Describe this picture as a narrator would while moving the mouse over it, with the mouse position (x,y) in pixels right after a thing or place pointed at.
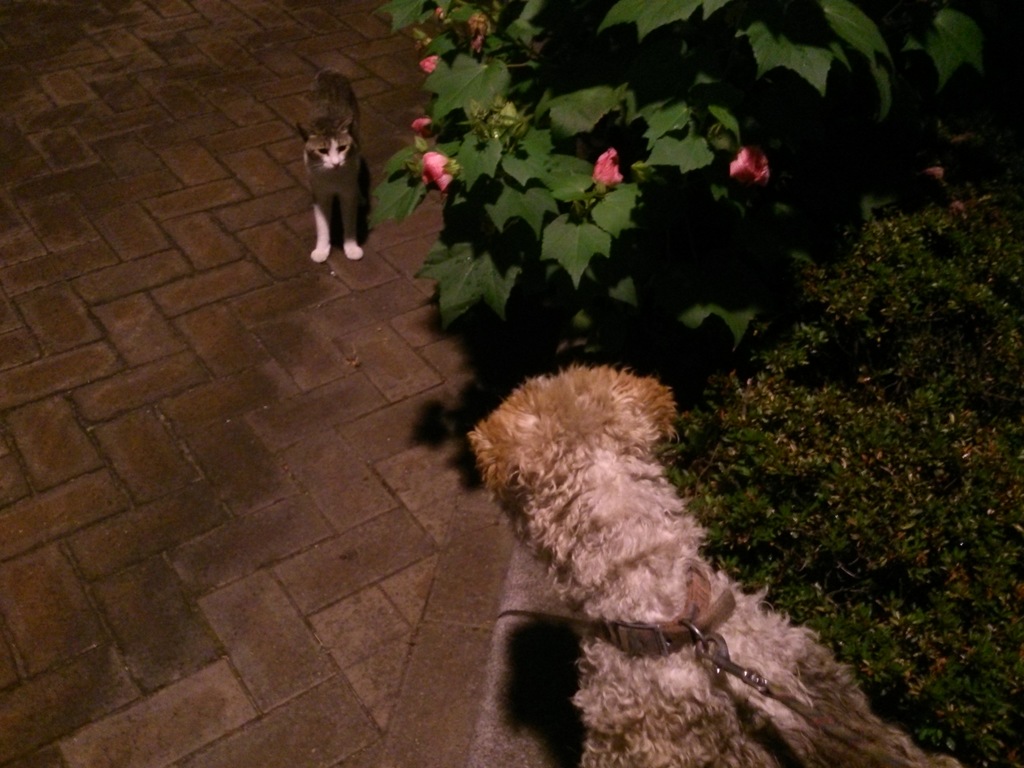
In this image we can see a cat (316,203) and a dog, there are some plants (633,169), flowers (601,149) and grass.
